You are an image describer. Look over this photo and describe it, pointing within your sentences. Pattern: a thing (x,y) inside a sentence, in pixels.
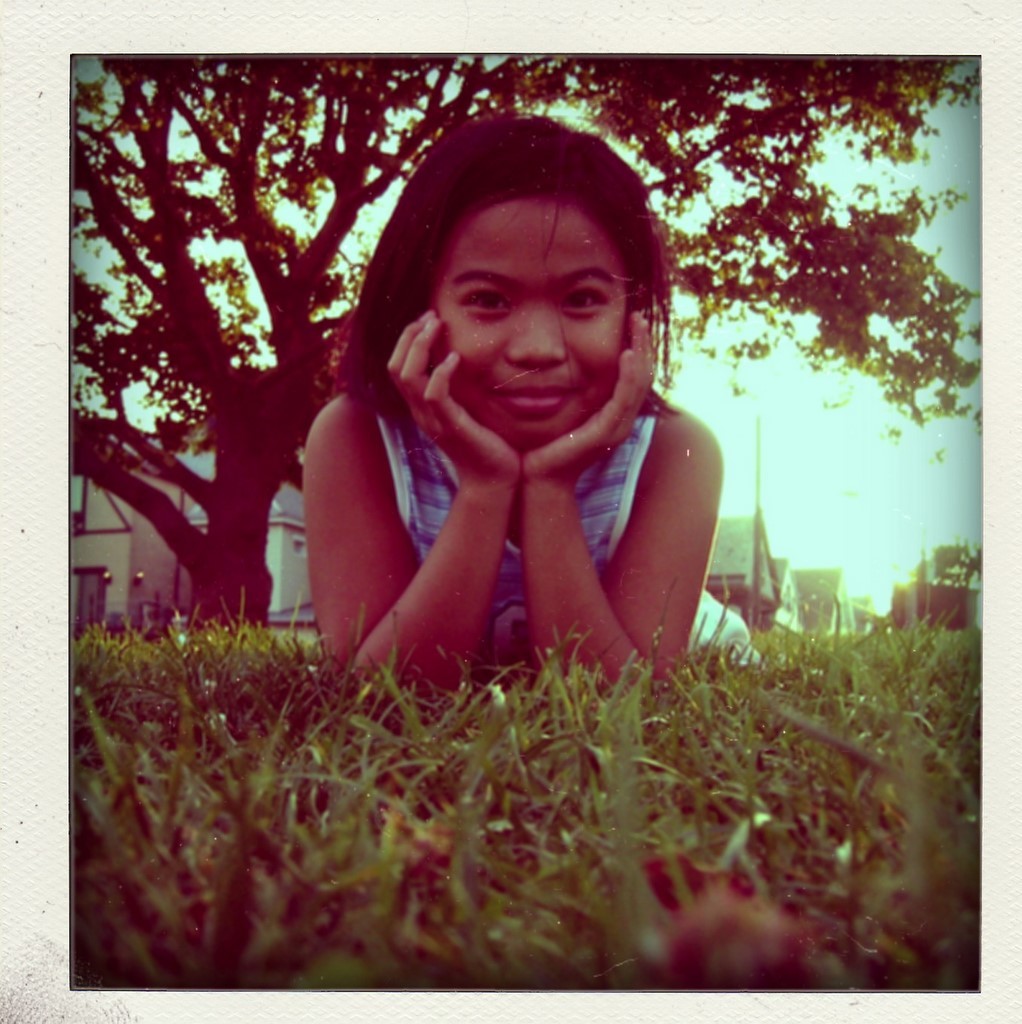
At bottom of the image (405,843) I can see the grass (480,857). Here I can see a girl (509,487) laying on the ground (615,712), smiling and giving pose for the picture. In the background (215,370), I can see a tree (212,510) and few houses (147,592). This is an edited image.
